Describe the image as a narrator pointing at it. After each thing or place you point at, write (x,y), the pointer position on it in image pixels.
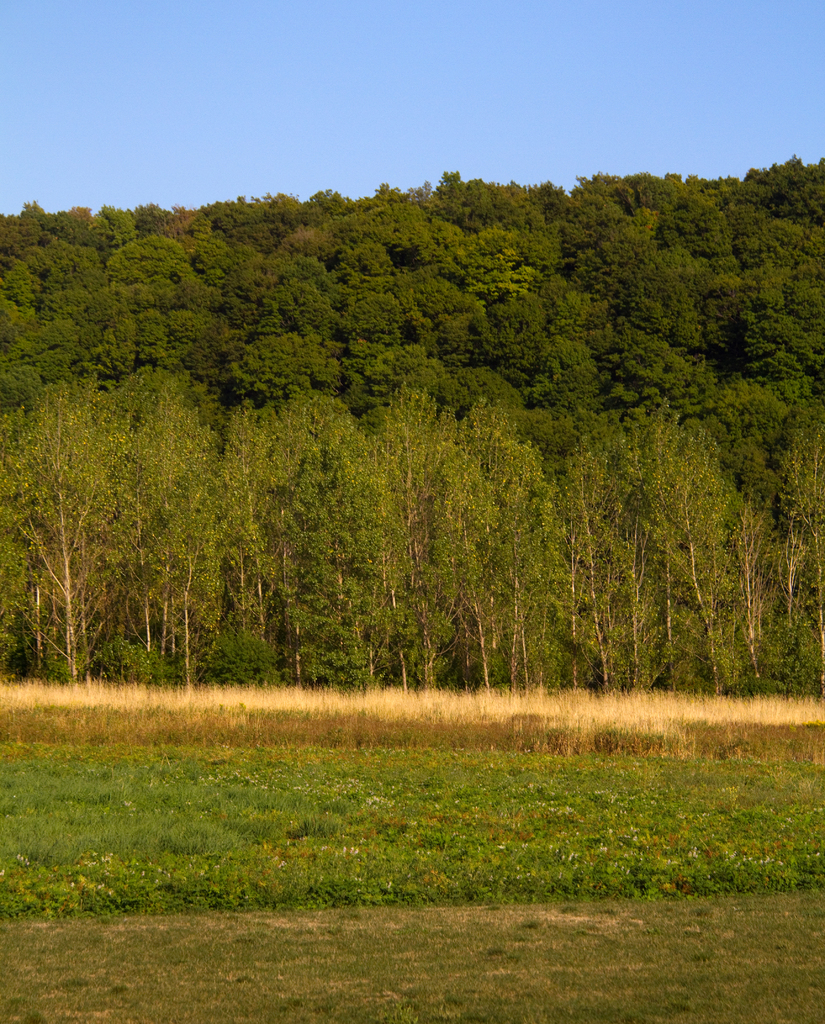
In this picture the ground (448,951) is greenery (365,959) and there are few plants (377,853) in front of it and there are trees (356,420) in the background (350,340).
